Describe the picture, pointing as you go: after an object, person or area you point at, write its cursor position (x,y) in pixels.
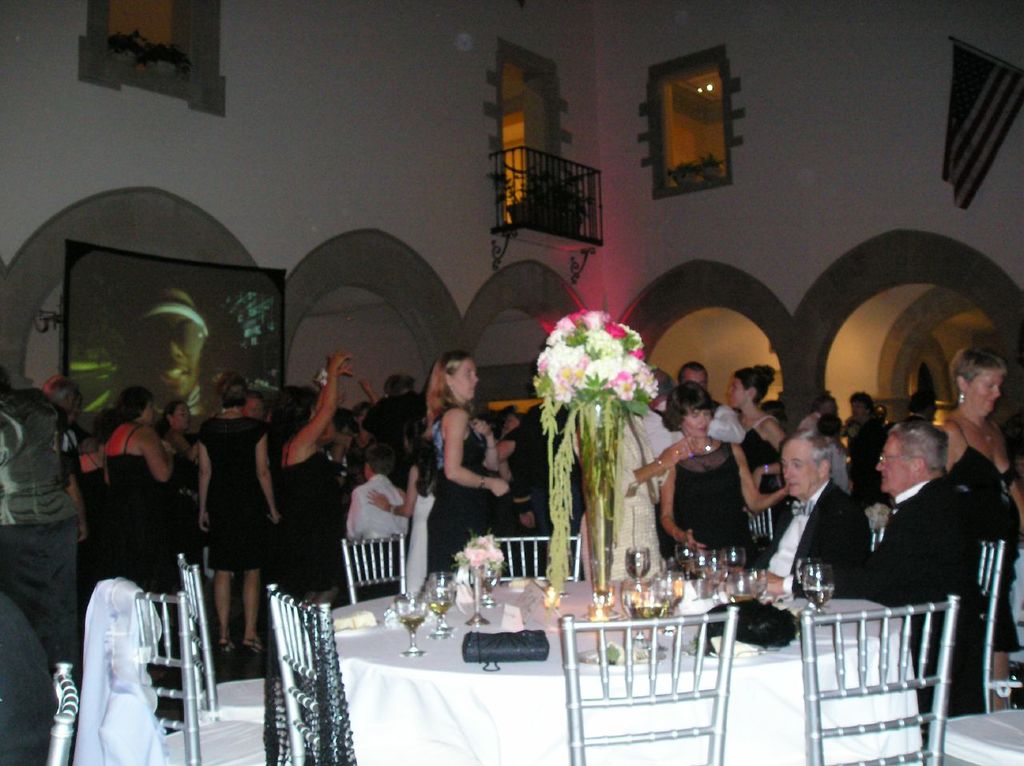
This picture shows an interior of a house (697,77). We see a flag (965,190) and few people (522,457) Standing and few are seated and we see a flower pot (616,439) and few glasses (718,590) and a wallet (513,635) and few clothes (777,619) on the table (688,629) and we see chairs (992,626) and a man (897,498) wore spectacles (884,463) on his face (896,454) and we see plants (577,203) and a television (211,283).
